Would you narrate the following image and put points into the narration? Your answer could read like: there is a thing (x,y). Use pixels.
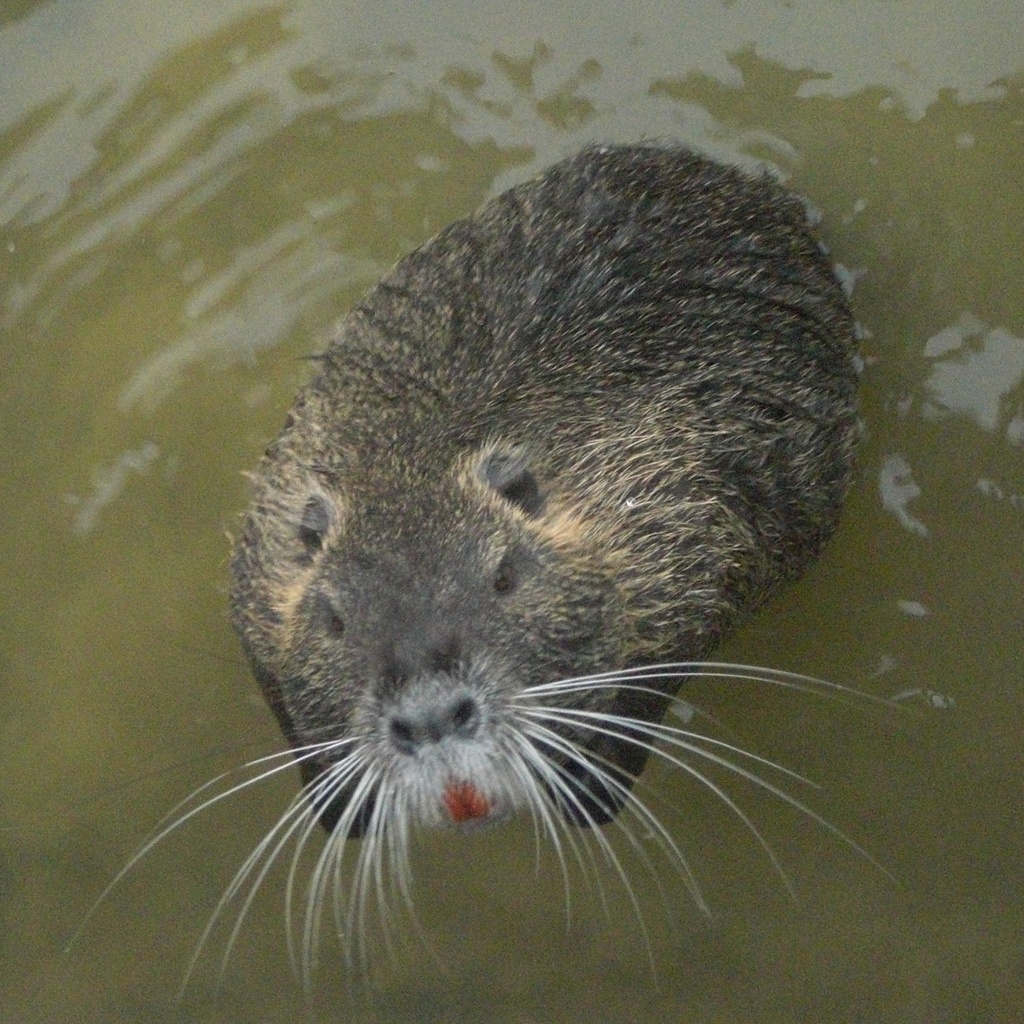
In this picture I can see there is a rat (344,832) swimming in the water (397,940) and it has mustache (380,817).
